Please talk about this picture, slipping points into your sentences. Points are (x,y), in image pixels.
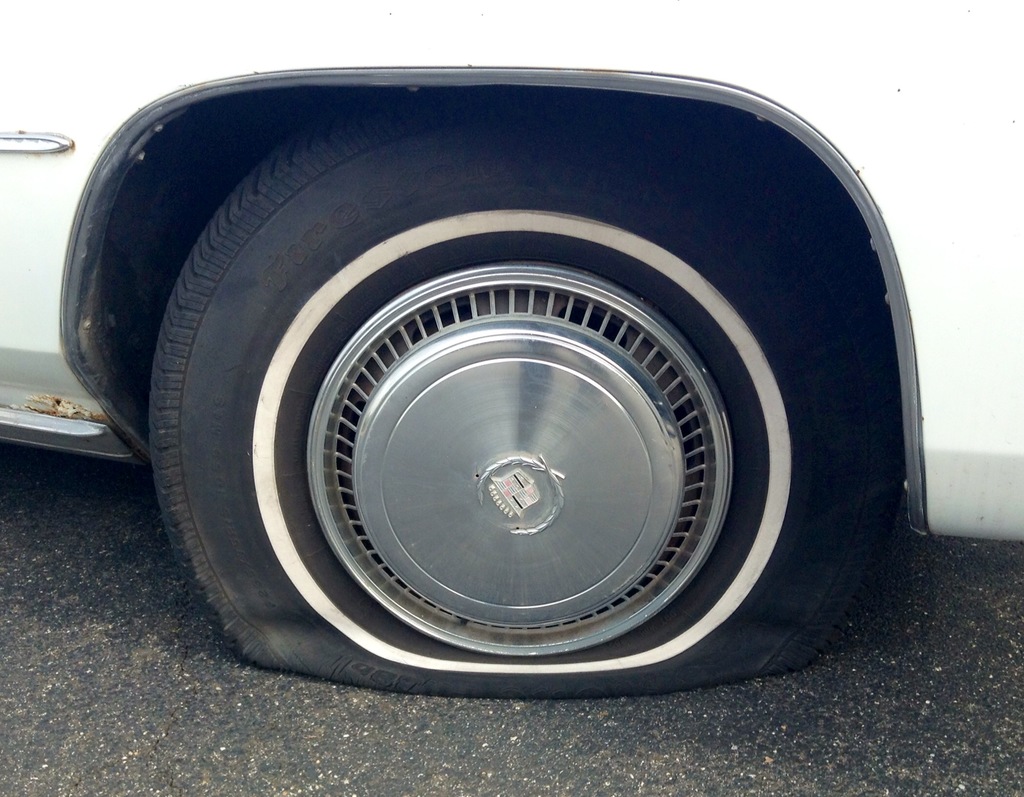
In this picture, we see a white car (77,131). In the middle of the picture (440,279), we see the tyre (288,386) of the car (285,401) which is punctured. At the bottom (326,722), we see the road (654,746).
